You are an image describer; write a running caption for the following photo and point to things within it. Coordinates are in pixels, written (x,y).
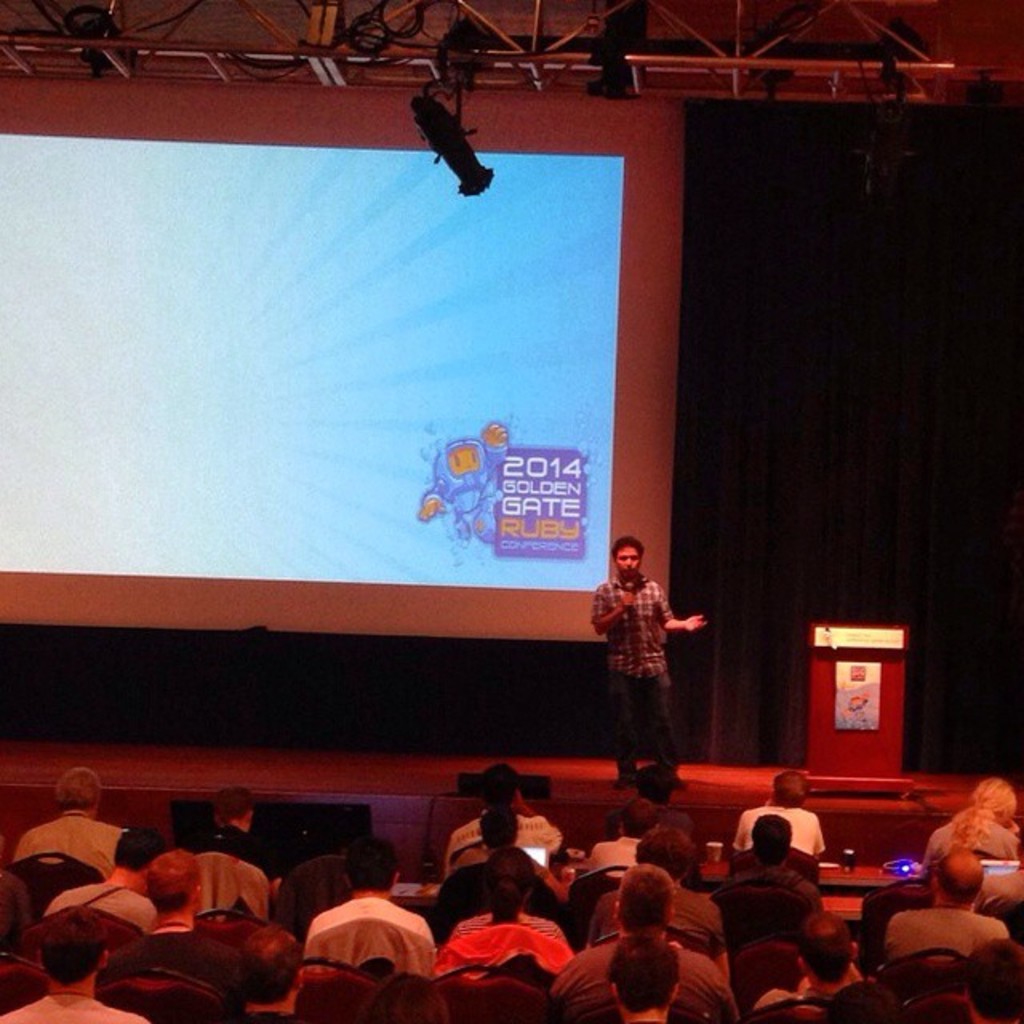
This picture is clicked inside the hall (821,793). In the foreground (797,989) we can see the group of people (152,928) sitting on the chairs (40,879) and we can see the glasses (847,862) and some objects (897,869) are placed on the top of the table (815,874). In the center (646,665) we can see a person (648,620) wearing a shirt (631,614), holding a microphone (628,583) and standing. On the right (840,677) we can see a podium (853,655). In the background (777,514) we can see the curtain (863,304), projector screen (494,259), metal rods (153,39), cables (370,24), focusing light (469,171) and some other objects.
